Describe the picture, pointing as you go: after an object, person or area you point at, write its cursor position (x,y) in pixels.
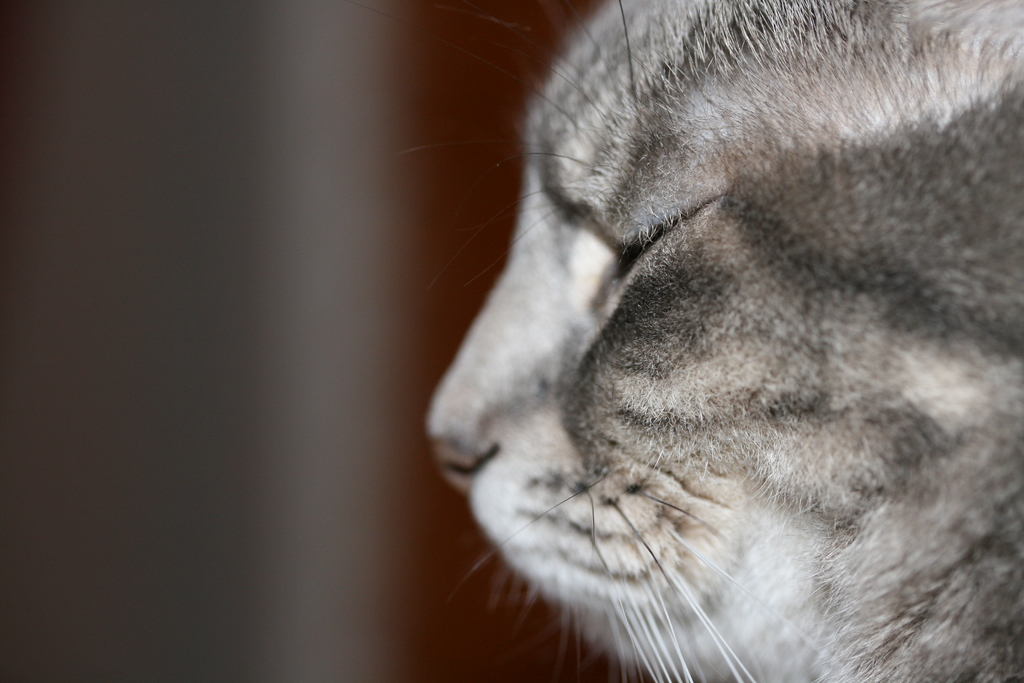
This is a zoomed in picture. On the right (751,105) we can see the face (581,386) of an animal (778,264). The background of the image (338,117) is blur.
